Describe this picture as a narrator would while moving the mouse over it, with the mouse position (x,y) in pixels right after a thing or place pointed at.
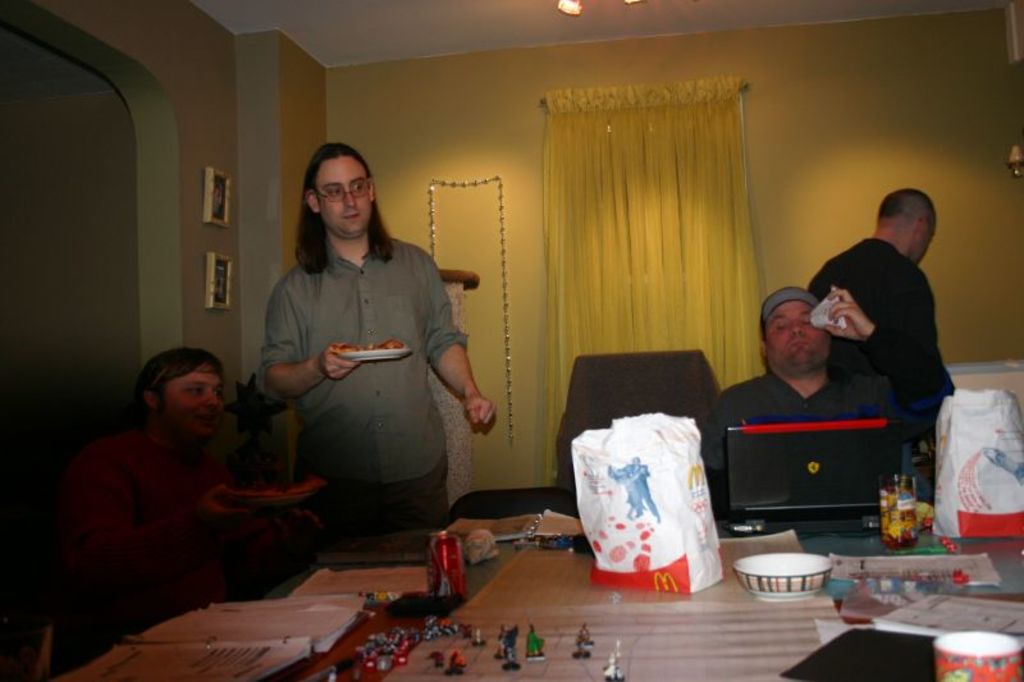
The image is inside the room (835,519). In the image there are two people (705,436) sitting on chair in front of a table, on table (579,563) we can see a polythene cover (663,546), bowl (797,581), coke tin (451,560), paper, toys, glass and a laptop (855,451). In background (877,288) there are two men's (864,286) on right side (875,274) and left side (304,349) are standing and we can also see a curtain (642,252), wall (454,108) which is in yellow color, photo frames (212,207) on wall (356,73). On top (408,31) there is a roof (391,32) with few lights (574,9).
